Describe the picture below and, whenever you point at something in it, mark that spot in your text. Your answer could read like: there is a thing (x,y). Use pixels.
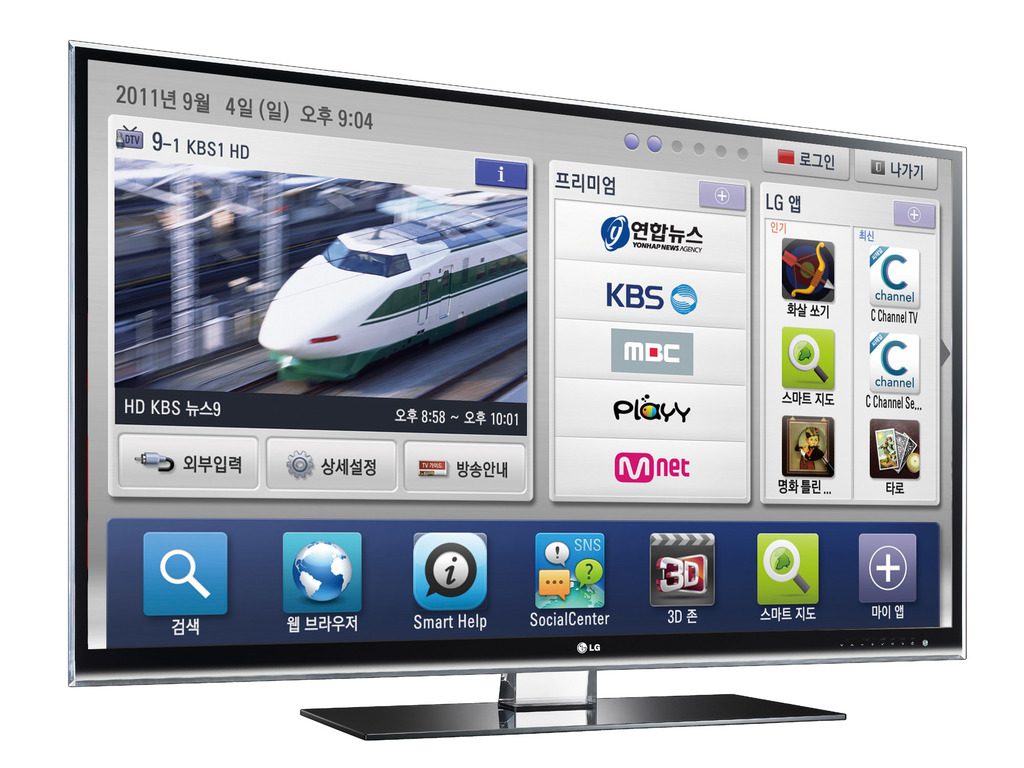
In this picture, there is a LG TV (179,85) and there is some picture (380,209) on this TV (375,529).
